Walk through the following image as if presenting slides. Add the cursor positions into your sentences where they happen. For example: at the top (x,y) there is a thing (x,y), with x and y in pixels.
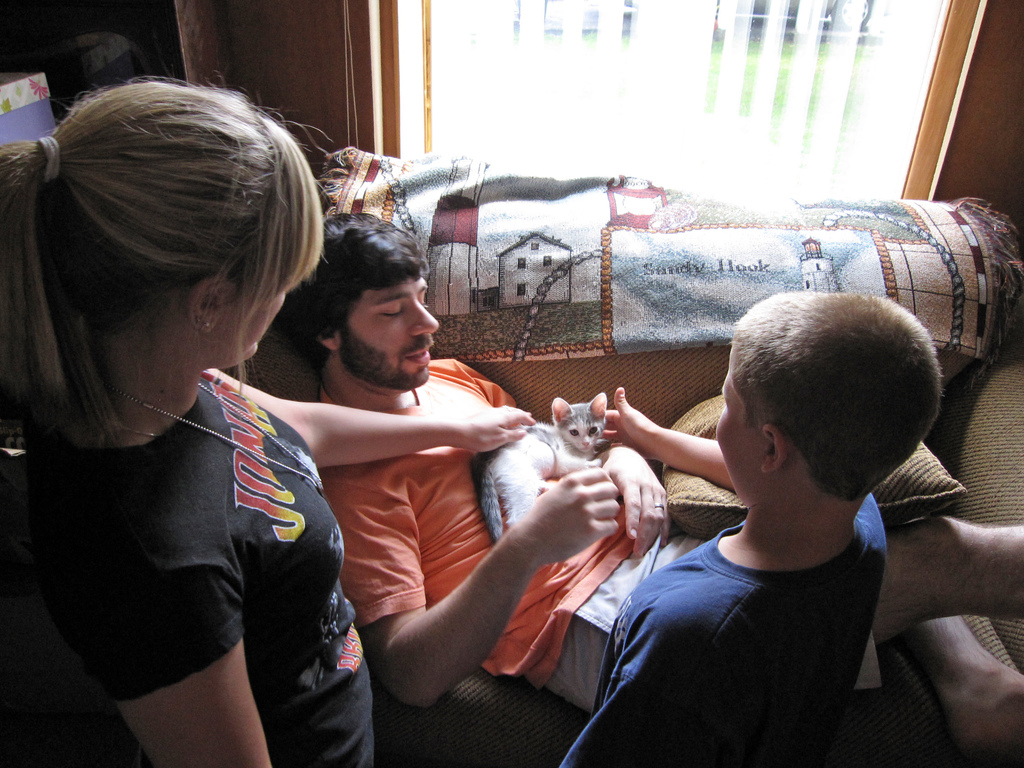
This picture shows a man (429,319) laying on the sofa (488,367) and we see a cat (537,495) on him and we see a girl (50,236) and a boy (623,658) and a pillow (707,526) on the side.
